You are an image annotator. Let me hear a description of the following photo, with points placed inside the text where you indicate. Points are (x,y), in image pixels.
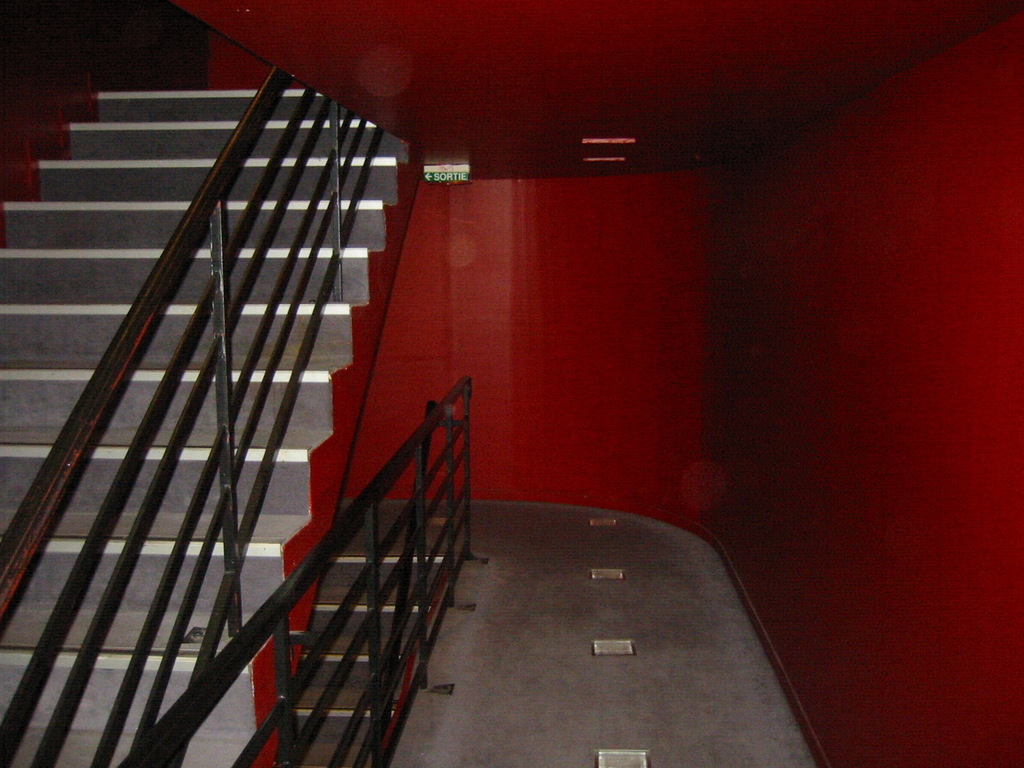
In this image we can see a staircase (22,422), here is the stair railing (249,355), here is the wall (696,286), it is in red color.
